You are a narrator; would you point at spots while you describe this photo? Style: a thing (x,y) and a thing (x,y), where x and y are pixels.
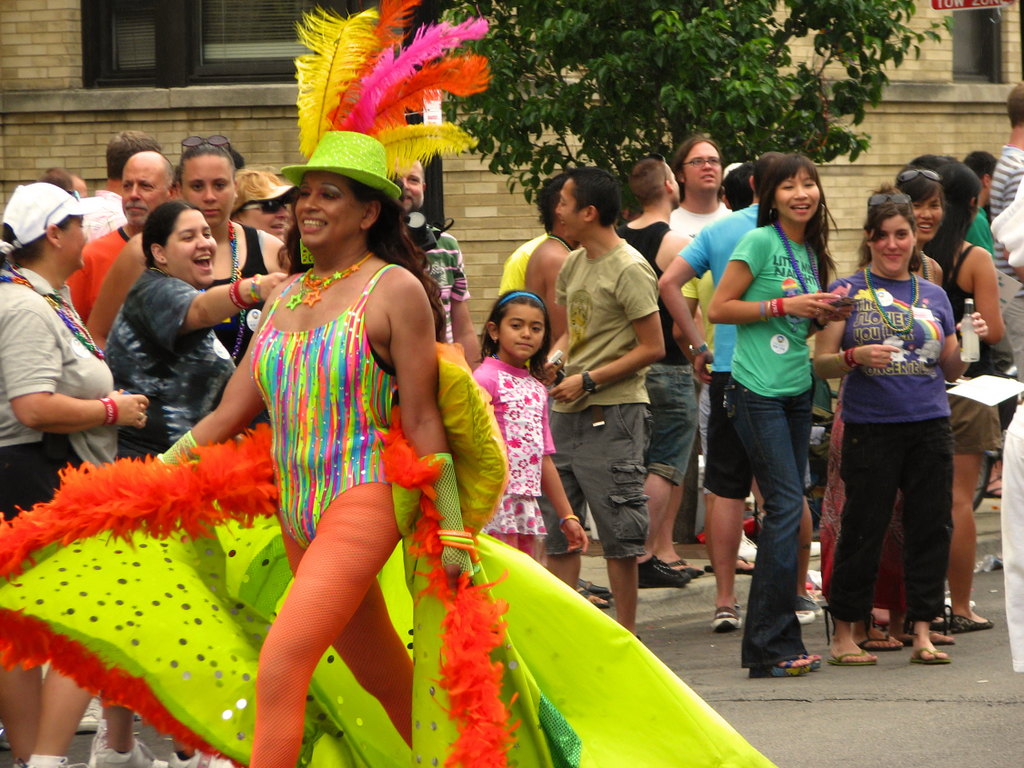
In this image I can see the group of people (446,447) are standing and wearing different color dresses (381,455) and few people (627,509) are holding something. I can see the tree (622,35), building (169,19) and few windows (213,51).
